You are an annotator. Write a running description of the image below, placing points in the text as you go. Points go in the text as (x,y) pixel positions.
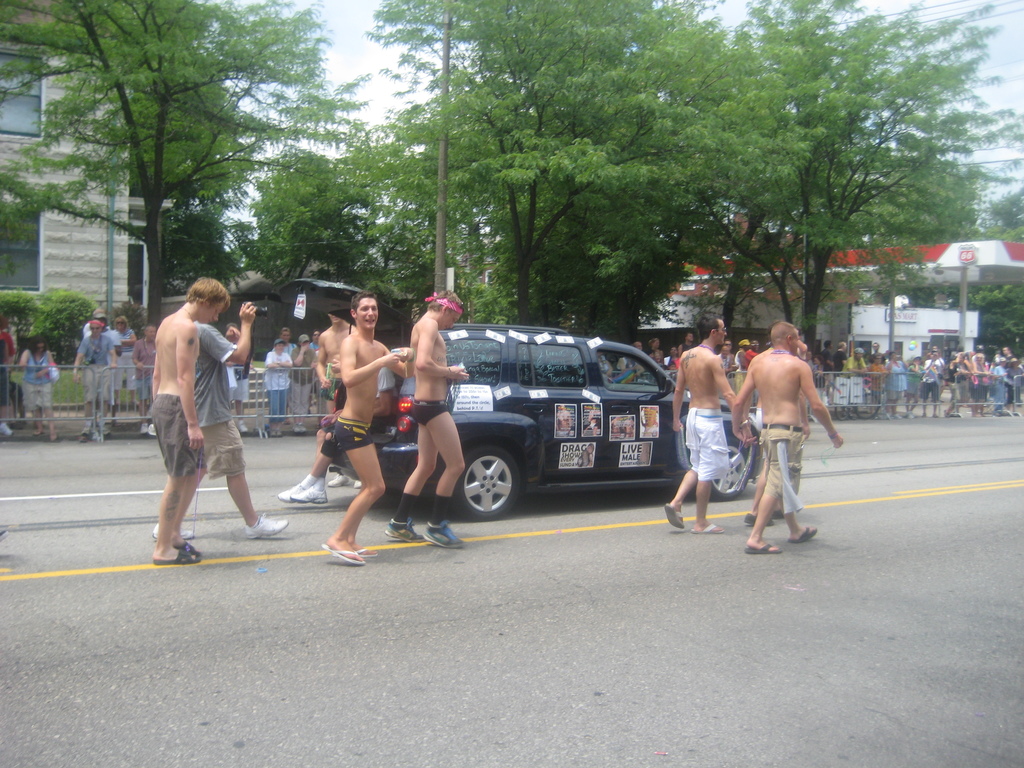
In this image we can see a few people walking on the road (858,558) and there is a black car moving on the road (126,449). We can see a few people (970,372) are standing behind the barricades (974,412) among them few people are holding some objects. We can see a building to the left corner of the image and we can see few trees (953,197).
